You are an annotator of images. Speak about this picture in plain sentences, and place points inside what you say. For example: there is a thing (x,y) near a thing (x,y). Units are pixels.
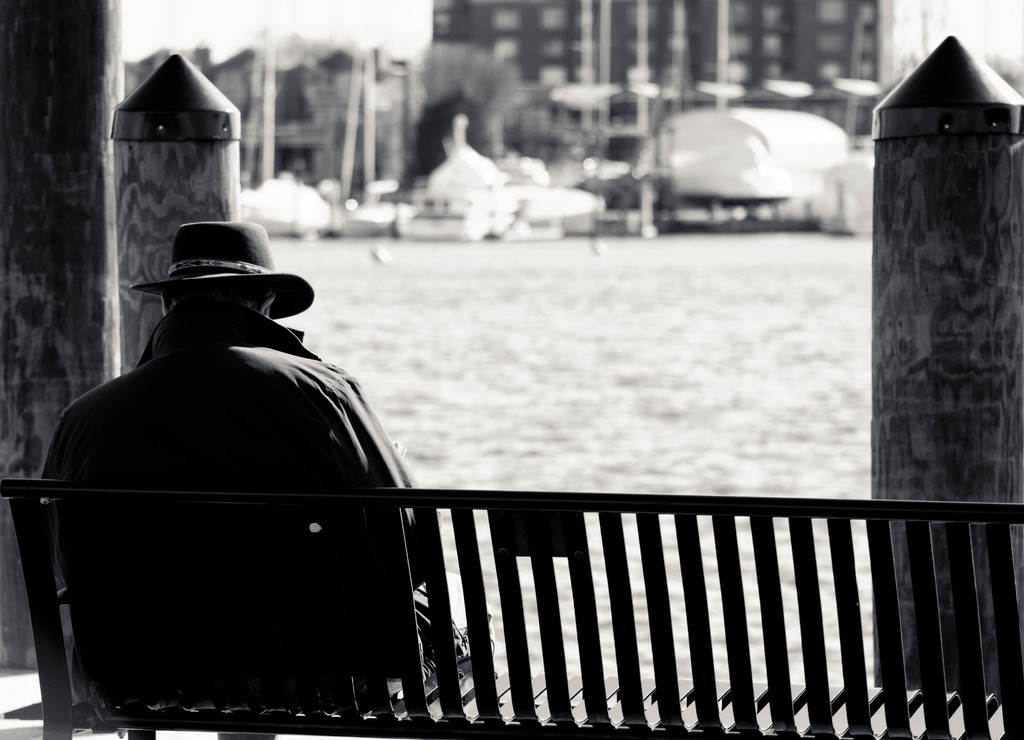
This is black and white picture, There is a person (239,443) sitting on a bench (520,652) and we can see poles (153,208). In the background (741,233) it is blurry and we can see buildings (668,106).
